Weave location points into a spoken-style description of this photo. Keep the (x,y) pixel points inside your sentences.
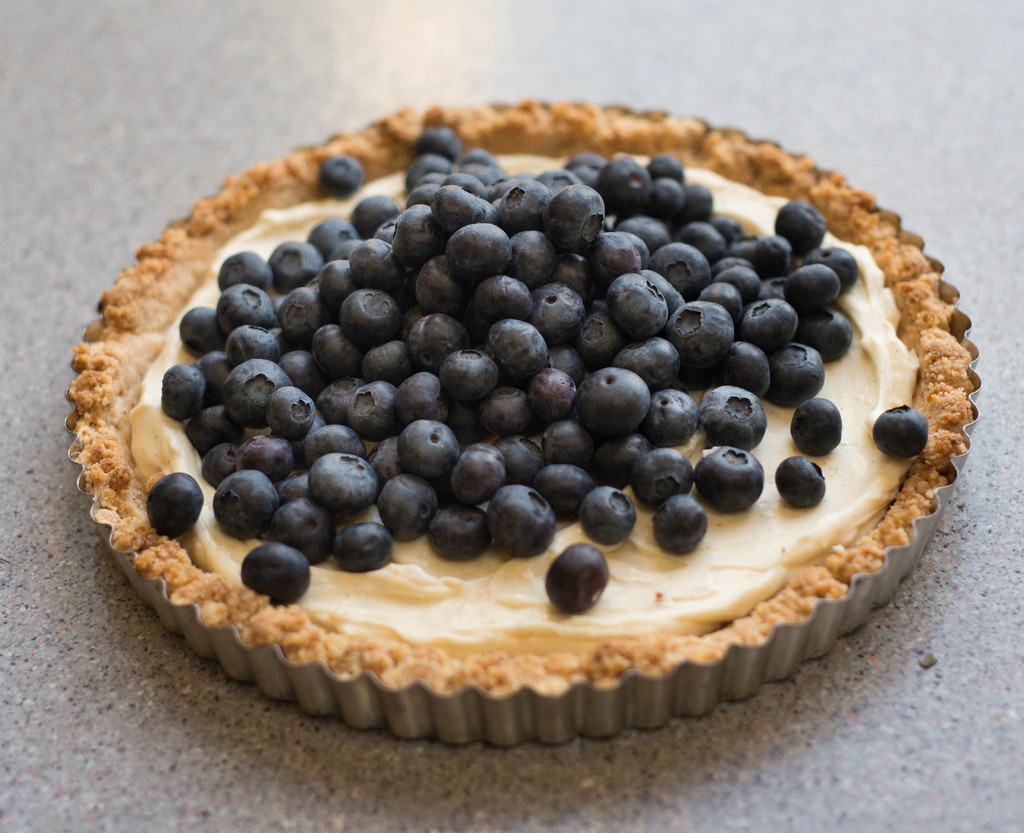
This image consists of a tart (536,562) on which there are blueberries (420,464) is kept on the countertop (258,778).
